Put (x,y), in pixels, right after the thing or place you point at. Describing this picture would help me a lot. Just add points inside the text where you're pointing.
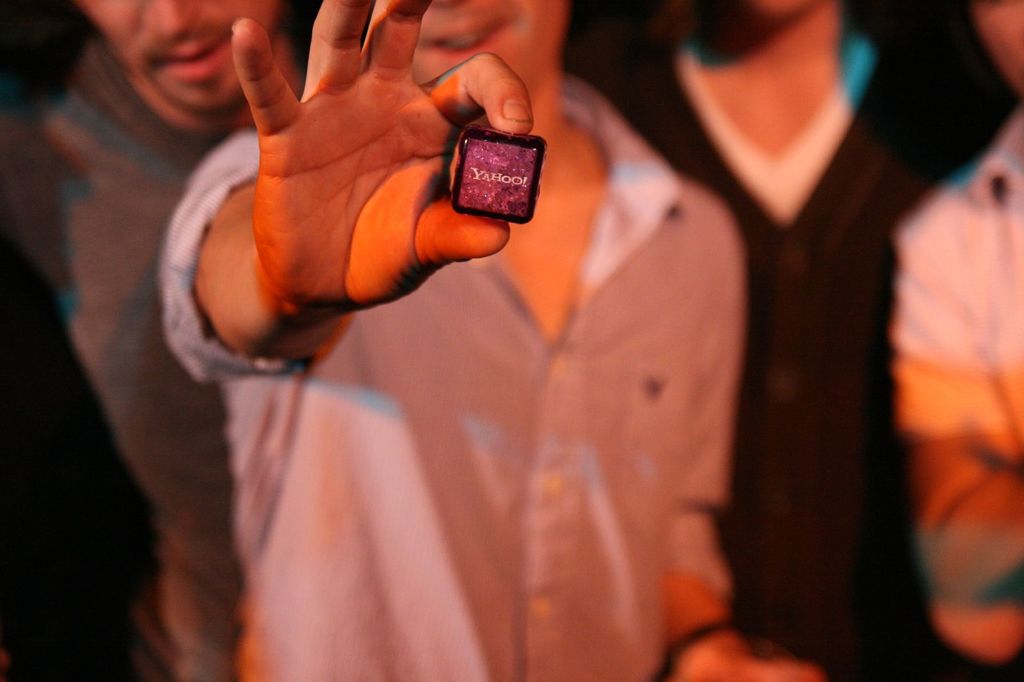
This image consists of four persons (280,293). In the front (525,516), the man (491,364) is holding an object (498,185) on which there is a text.
